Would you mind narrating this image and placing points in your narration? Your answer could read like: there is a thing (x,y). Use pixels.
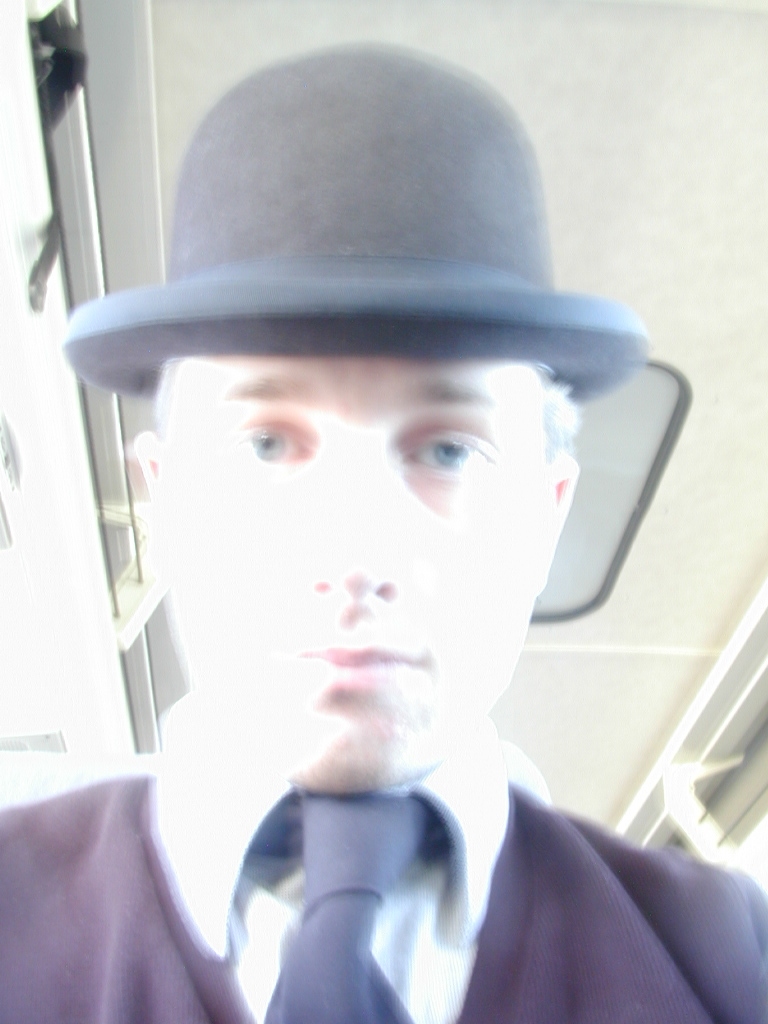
In this image I can see a man (201,578). I can see he is wearing a white shirt (214,810), a black tie (342,864) and a black hat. I can also see this image is little bit blurry.
